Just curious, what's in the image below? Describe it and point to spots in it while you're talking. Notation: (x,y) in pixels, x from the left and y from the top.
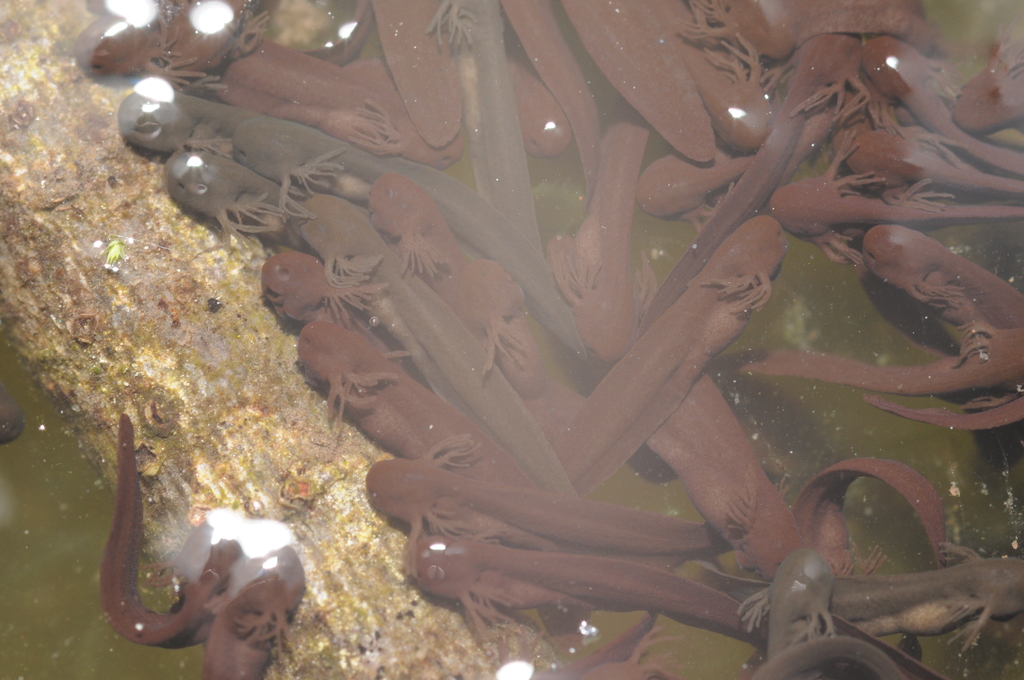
In this image there are many salamander larvae (446,349) and a wooden stem (230,390) of a tree (286,423) in the water (53,519).
